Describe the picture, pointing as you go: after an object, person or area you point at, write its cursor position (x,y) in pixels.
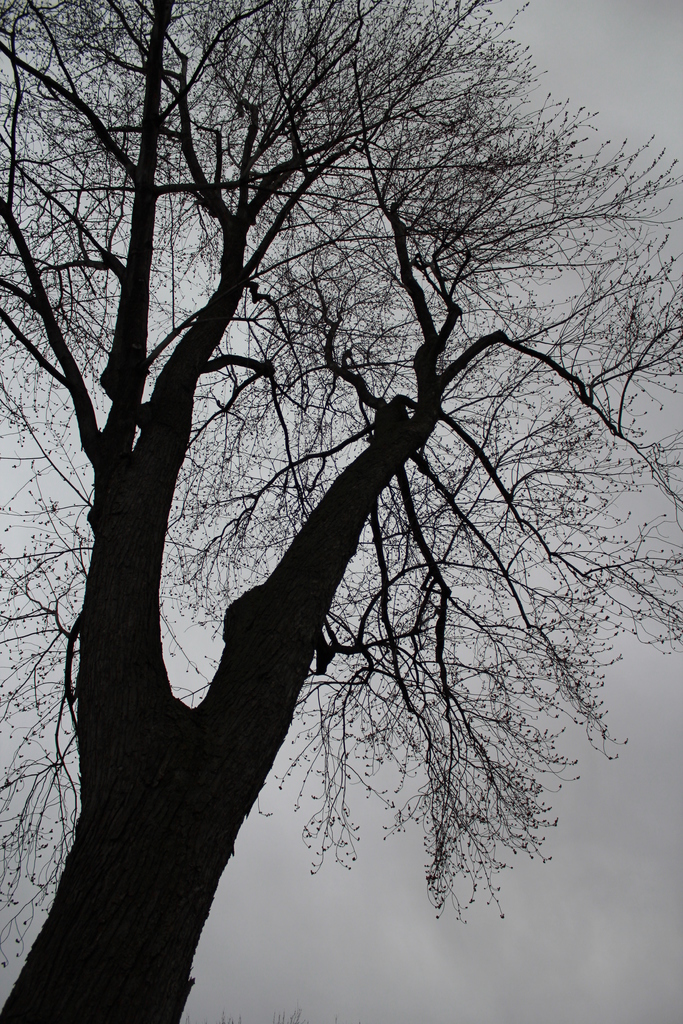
In the image we can see the black and white picture of the tree (304,558) and the sky (635,122).
